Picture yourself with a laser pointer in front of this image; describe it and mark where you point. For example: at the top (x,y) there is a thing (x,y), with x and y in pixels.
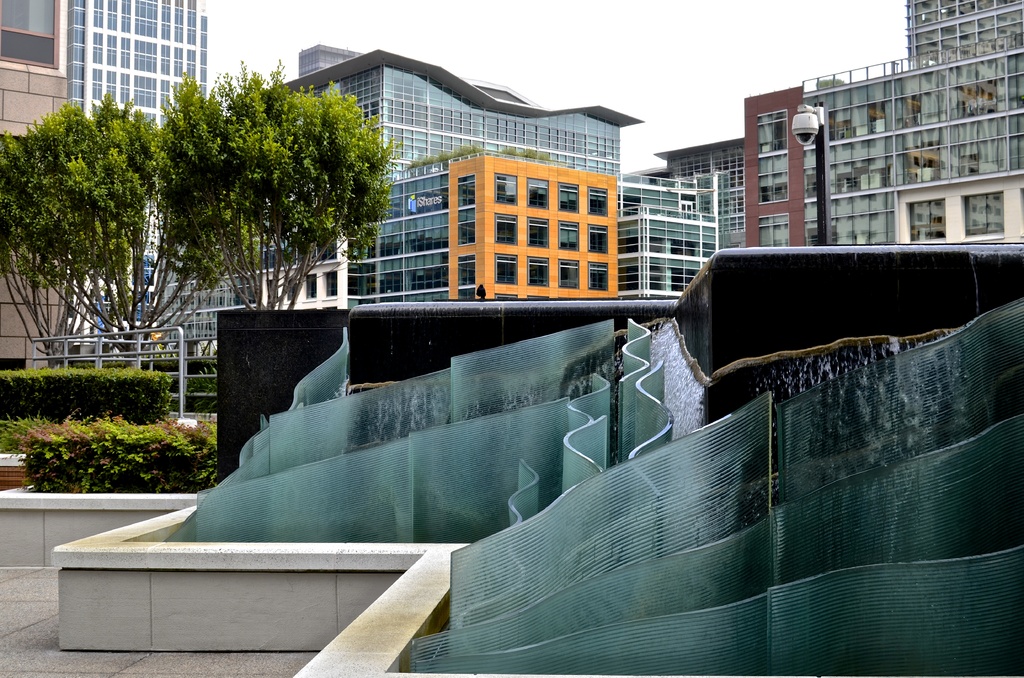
In this image at the bottom (380,501) we can see designs (390,470) made with glasses (483,483). In the background (124,279) there are trees (198,280), fences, plants (198,383), security camera (806,141) on a pole (821,152), buildings (763,144), poles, glass doors (573,145) and sky (384,28).
